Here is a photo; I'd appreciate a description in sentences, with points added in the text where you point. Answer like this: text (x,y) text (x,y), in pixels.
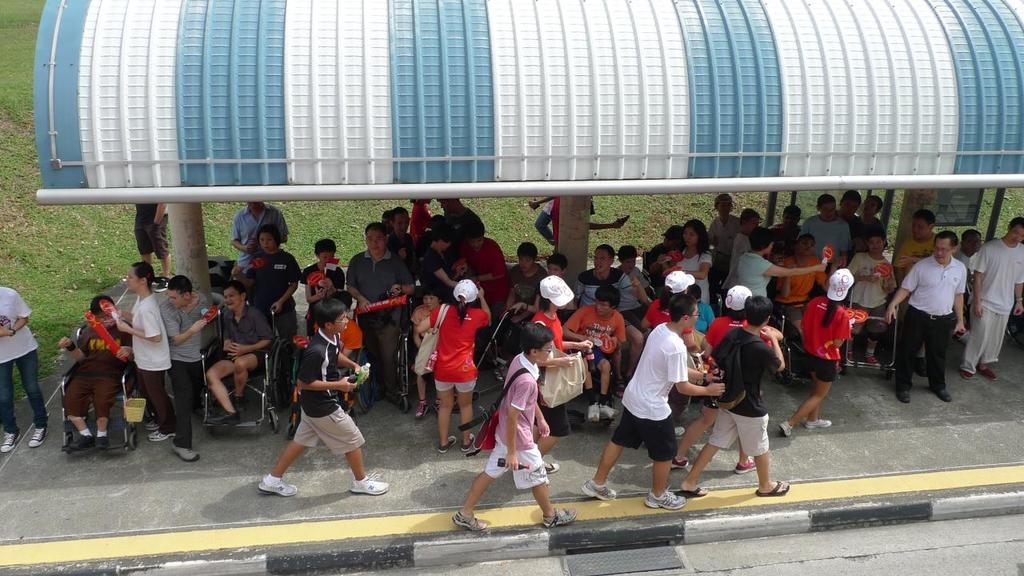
Here in this picture we can see a shed (364,152), under which we can see number of people (260,347) sitting on the wheel chairs (216,359) and we can see other number of people (646,316) and children (317,346) standing and walking over there and some of them are wearing caps (470,300) on them and some of them are carrying handbags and bags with them and beside them we can see the ground (79,221) is fully covered with grass (67,215) over there.
